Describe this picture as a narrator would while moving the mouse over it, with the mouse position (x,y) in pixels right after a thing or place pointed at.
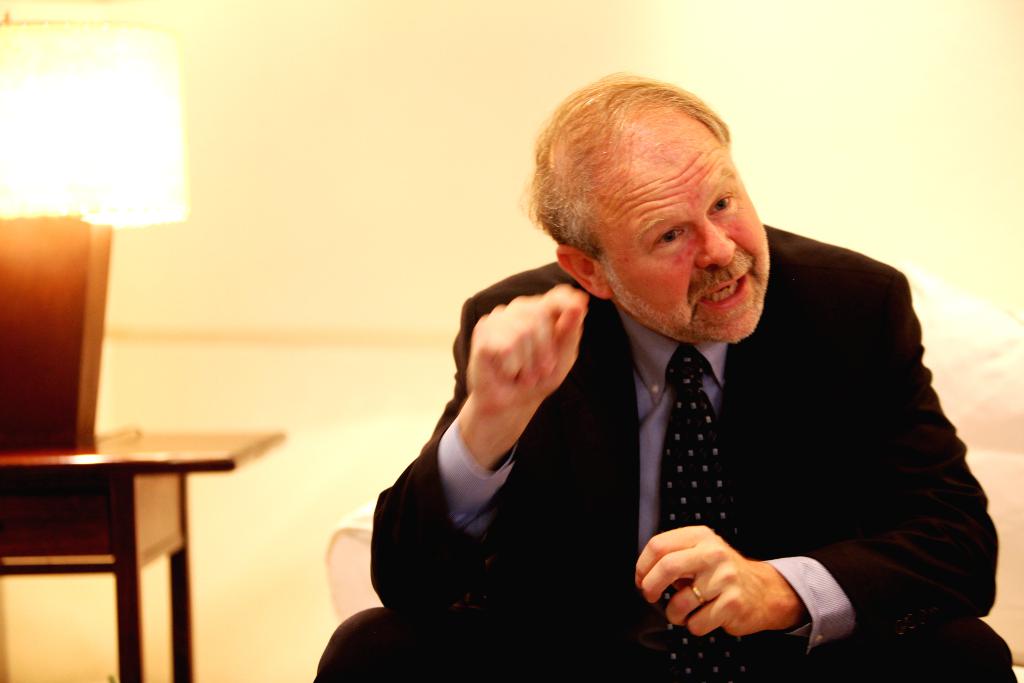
In this image I can see a person (693,448) sitting and the person (755,503) is wearing black blazer (799,436), purple color shirt (641,396) and black color tie (697,431). Background (233,241) I can see a table (197,453) and the wall (370,204) is in cream color.
